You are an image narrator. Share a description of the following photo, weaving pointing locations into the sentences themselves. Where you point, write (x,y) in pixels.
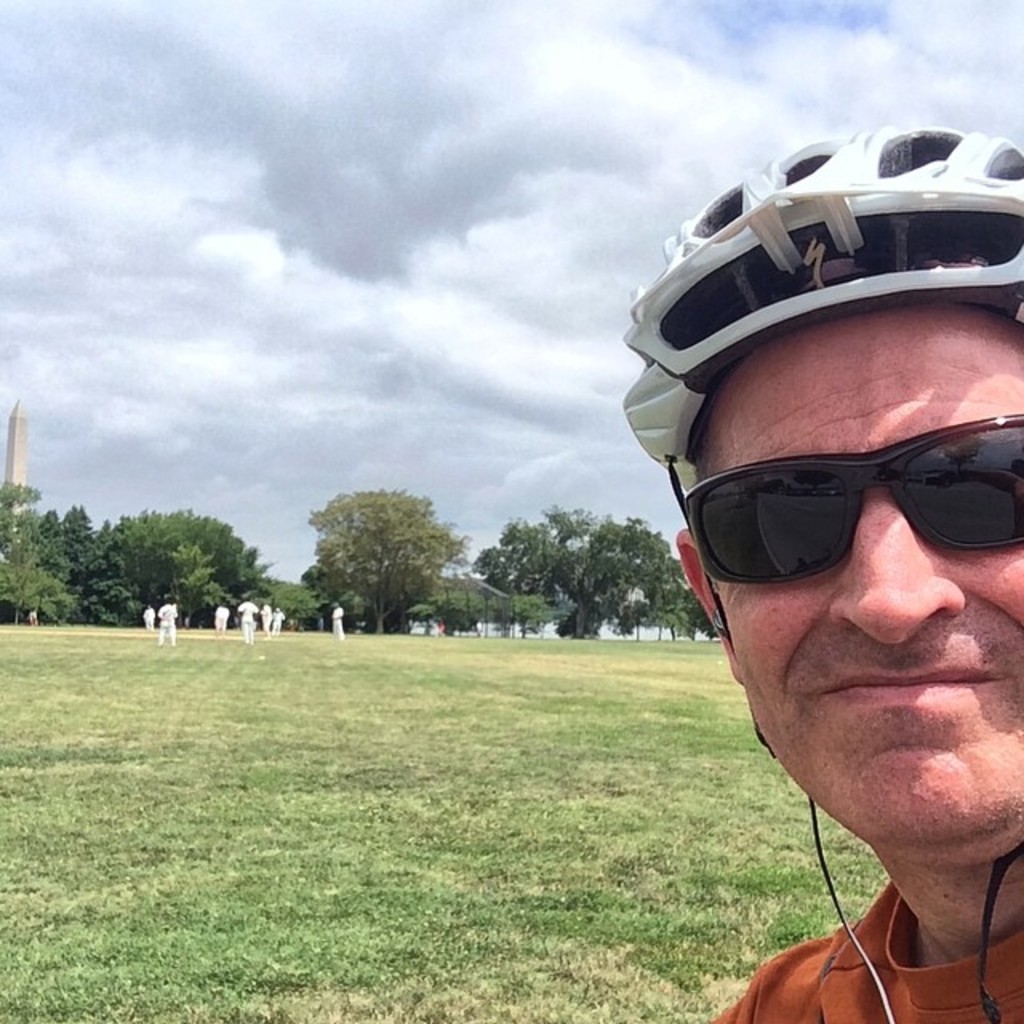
On the right side (706,504) there is a man (895,782) wearing goggles (793,483) and helmet (821,253). On the ground (345,763) there is grass (217,773). In the back (157,626) there are people (249,634), trees (246,589) and sky (331,281). On the left side (20,421) there is a building (18,434).
